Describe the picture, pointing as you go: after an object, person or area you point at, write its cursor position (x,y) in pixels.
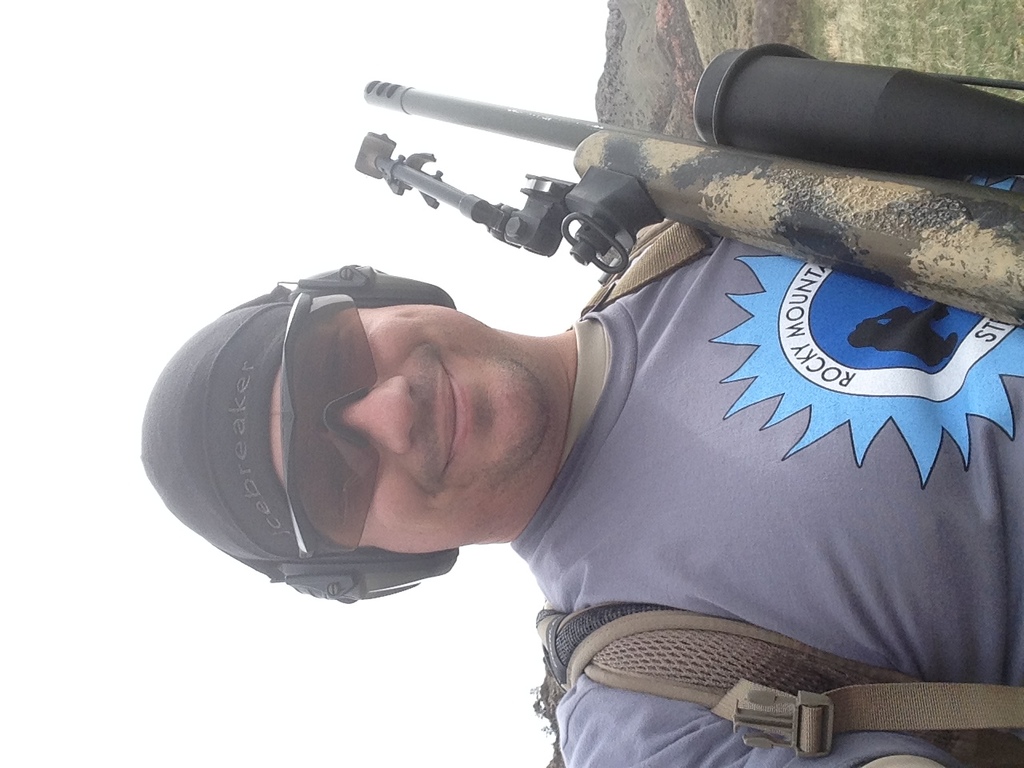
In this image, we can see a person (697,336) wearing clothes (701,522), bag (675,656), sunglasses (345,464), headset (324,565) and cap (207,344). There is a gun (856,117) in the top right of the image (886,127). There is a sky (107,159) on the left side of the image (110,318).
